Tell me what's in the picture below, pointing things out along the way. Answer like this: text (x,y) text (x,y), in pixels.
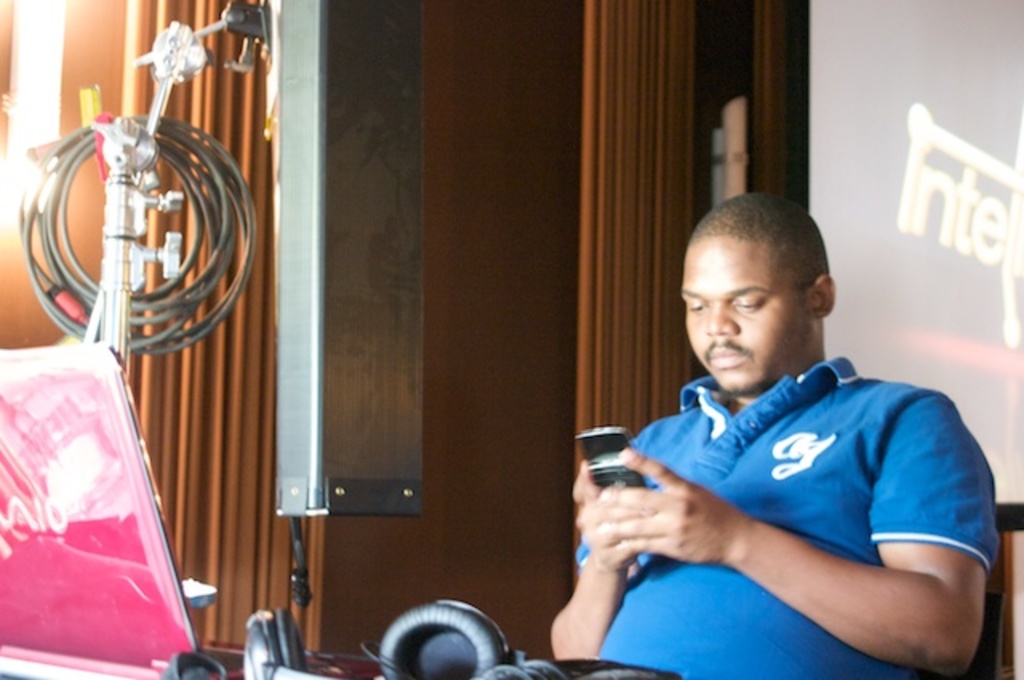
In this image I can see the person (724,585) sitting and holding the mobile (611,478). The person (724,506) is wearing the blue color dress (920,541). In-front of the person (906,555) I can see the table (345,671). On the table (322,669) there is a system (164,630) and the headphones (423,639). To the left (129,272) there is a wire (154,321) and some objects (159,114). In the back (191,99) I can see the brown color curtains (235,86) and the screen (828,201).
